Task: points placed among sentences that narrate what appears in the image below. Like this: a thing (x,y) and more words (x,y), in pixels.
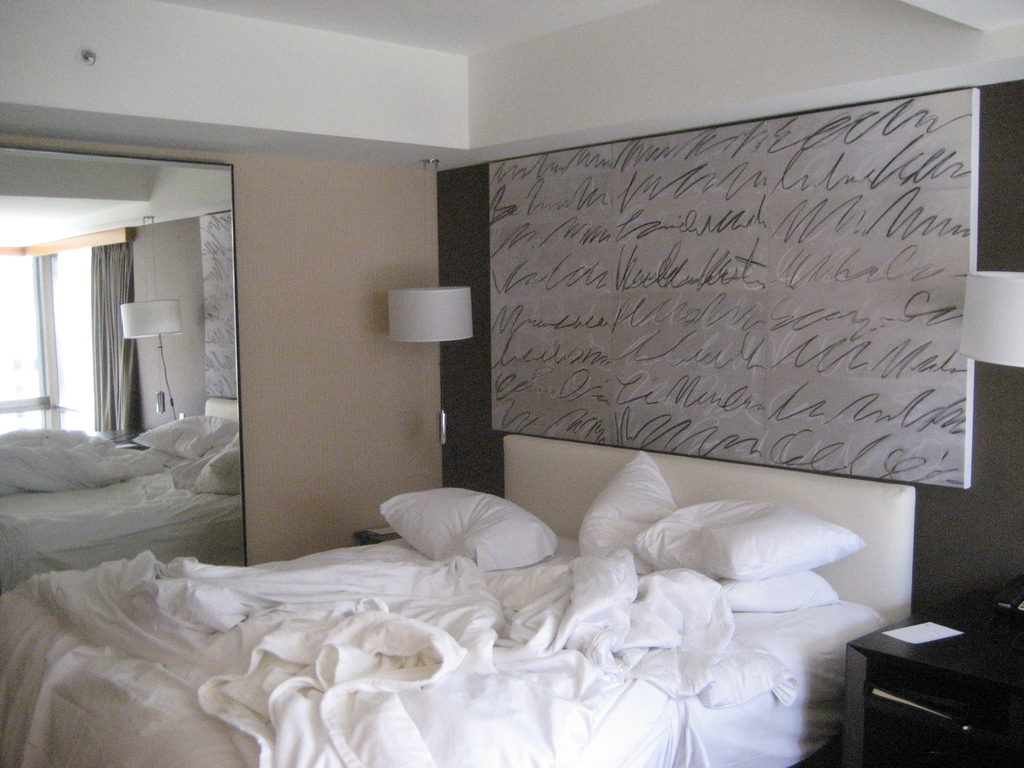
This is the picture of a room (1010,551). In this image there are pillows (738,533) and there are blankets (401,761) on the bed (782,752). On the right side of the image (961,761) there is a lamp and there is a paper (908,641) on the table (973,764). At the back (908,402) there is a board (582,324) on the wall (1020,174) and there is text (923,408) on the board (863,395) and there is a lamp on the wall (453,201). On the left side of the image (186,409) there is a mirror (119,331) and there is reflection (149,351) of bed (131,559), lamp (173,307), curtain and window (66,303) on the mirror (83,416).
